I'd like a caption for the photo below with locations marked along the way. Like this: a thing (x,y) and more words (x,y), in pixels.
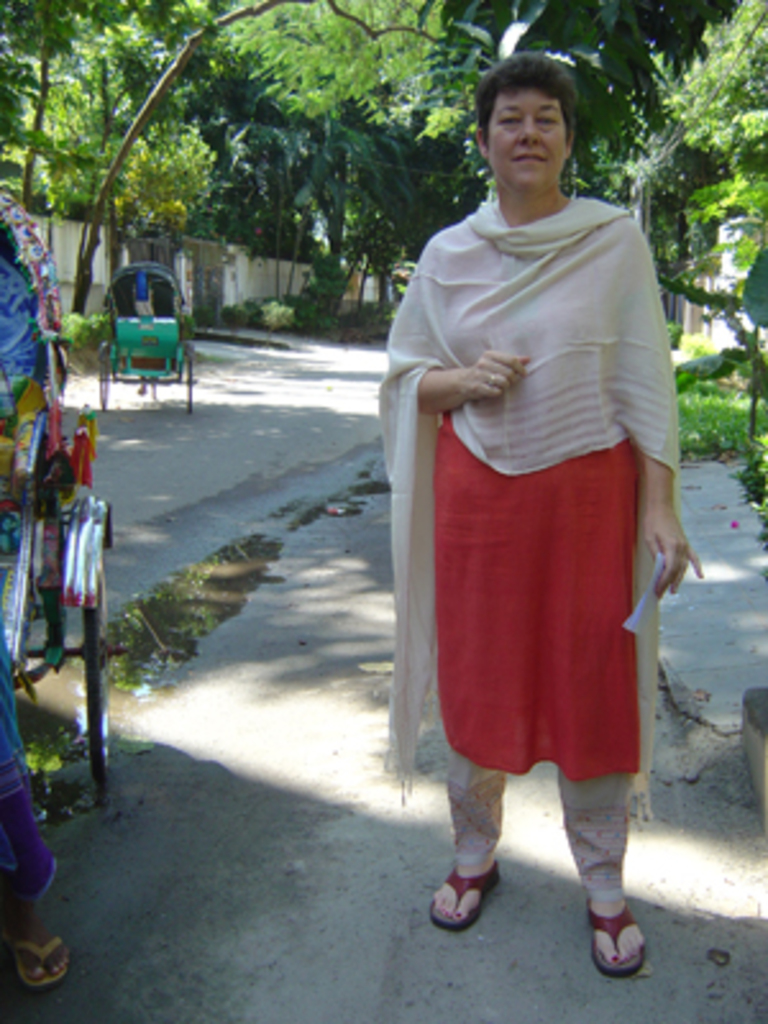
This picture is clicked outside. On the right (567,260) there is a person (581,323) holding a paper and standing on the ground (342,478). On the left (62,385) we can see there are some vehicles (19,597) placed on the ground (183,575). In the background (238,50) there are some trees (314,114) and plants (753,191).
